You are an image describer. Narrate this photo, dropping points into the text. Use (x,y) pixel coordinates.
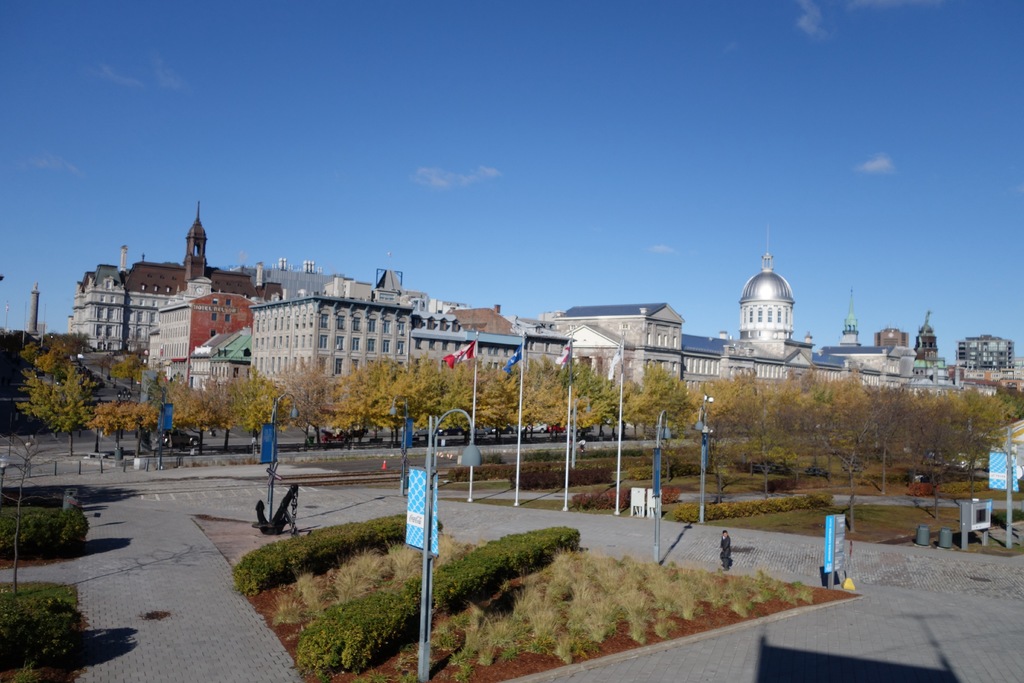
In the picture I can see buildings (200,338), trees (305,412), people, plants (409,616), boards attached to poles (422,681) and some other objects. in the background (453,190) I can see the sky (322,155).
